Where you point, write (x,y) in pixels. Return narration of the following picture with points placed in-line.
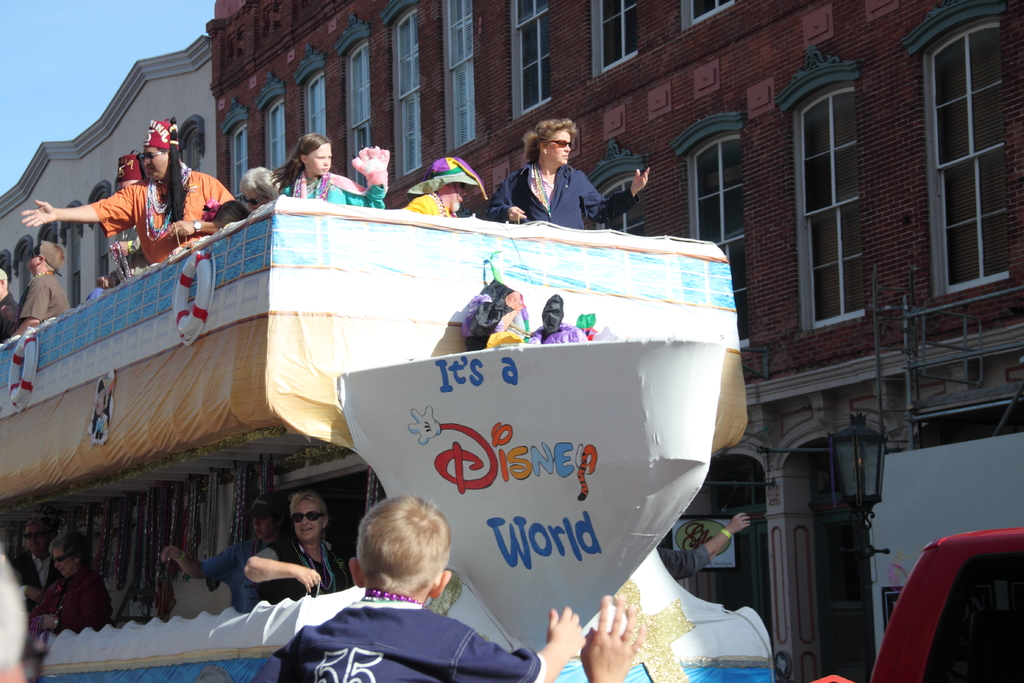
In this image I can see number of people (423,591) in the front (439,549). I can also see a white colour thing (430,479) in the front (349,368) and on it I can see something is written. In the background (469,137) I can see few buildings (437,129), number of windows (730,145), the sky (63,117), a light (842,436) and on the bottom right corner of this image (1005,549) I can see a red colour thing (991,559).
